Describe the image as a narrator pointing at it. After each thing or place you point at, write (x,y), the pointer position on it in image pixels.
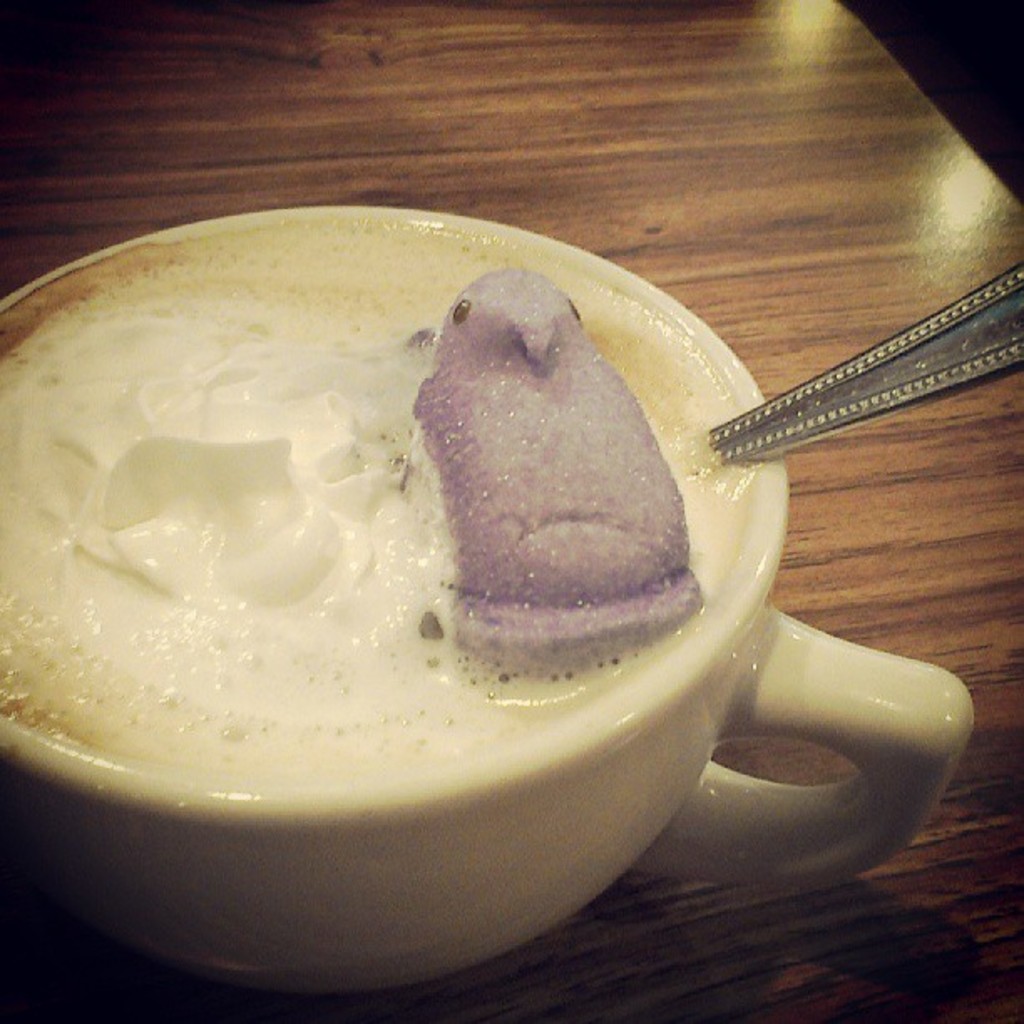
In this image I can see a cup (626,746) and the cup (622,760) is in white color. In the cup (586,756) I can see some liquid (237,591) and I can also see a spoon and the cup (726,351) is on the table (713,170) and the table (577,125) is in brown color.
